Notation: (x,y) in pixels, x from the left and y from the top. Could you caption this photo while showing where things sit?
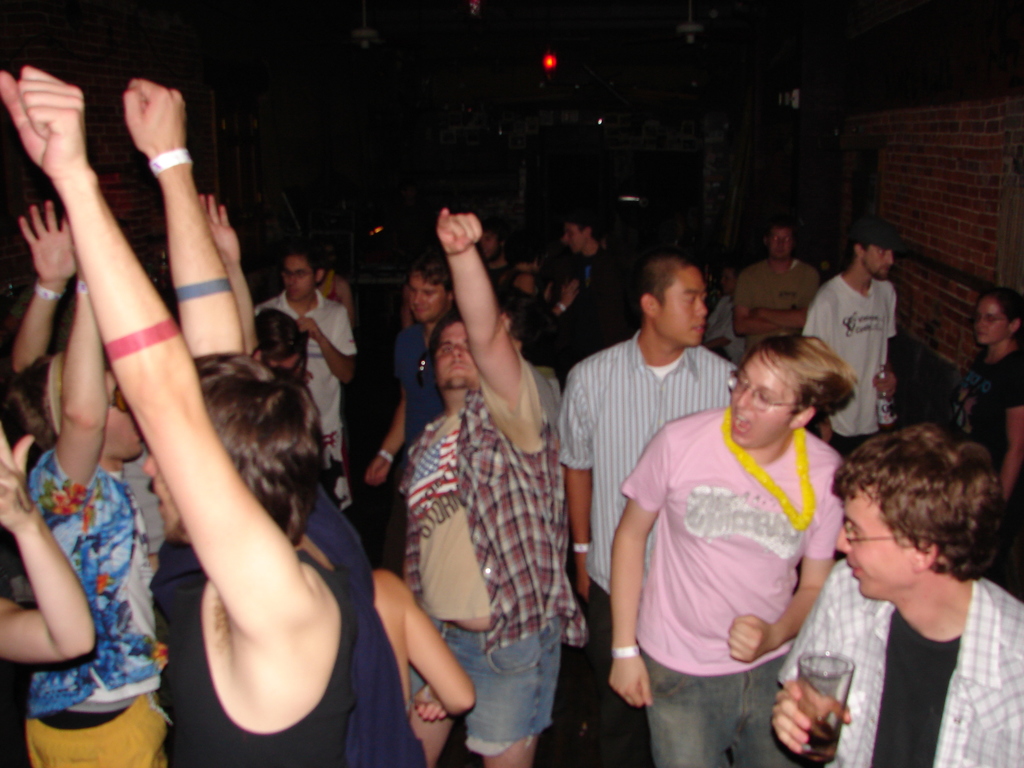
In this picture I can see there are some people (488,468) dancing here and the person (863,585) standing here on to right (880,597) is wearing a white shirt (851,659) and holding a glass (816,715) and the person (720,578) next to him is wearing a baby pink shirt (757,551) and dancing. There are some more people (226,620) into left and they are dancing. In the backdrop (434,89) I can see there is a wall (930,208).
